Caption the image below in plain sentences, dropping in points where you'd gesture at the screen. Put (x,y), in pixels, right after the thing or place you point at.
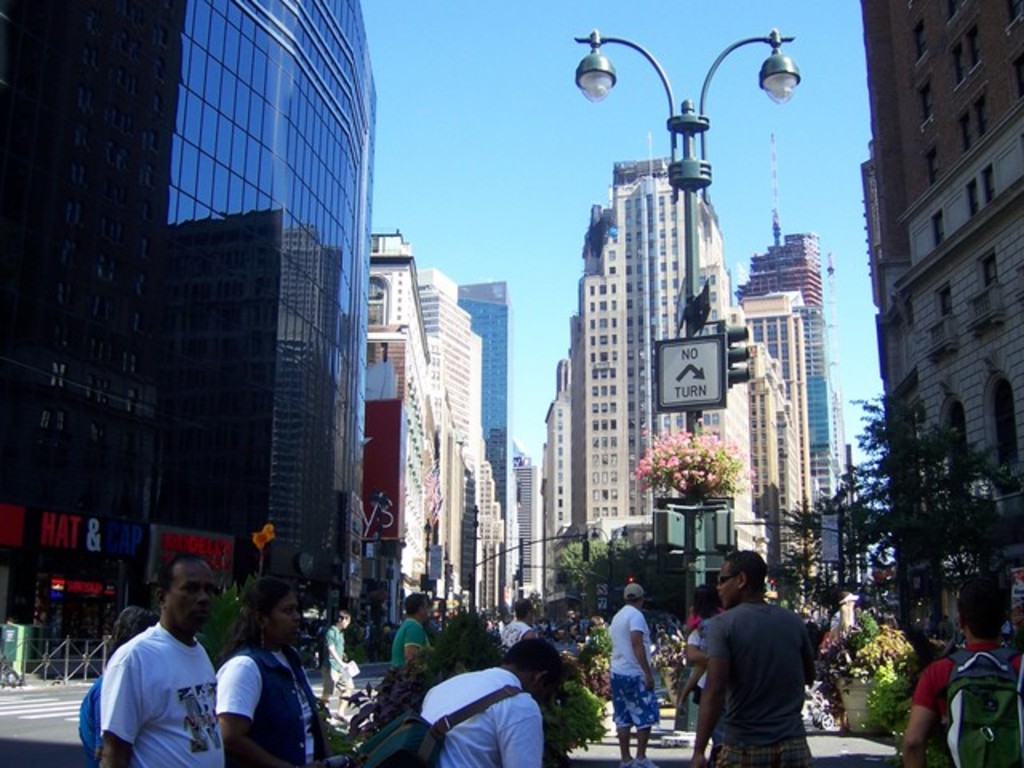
Here in this picture we can see number of buildings (497,325) present all over there and we can see people (723,628) walking and standing on the road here and there and we can see flower plants (719,483) and trees (951,526) and plants (900,659) here and there and we can see light posts (673,139) in the middle (661,504) and we can see sign boards (690,392) present all over there.
